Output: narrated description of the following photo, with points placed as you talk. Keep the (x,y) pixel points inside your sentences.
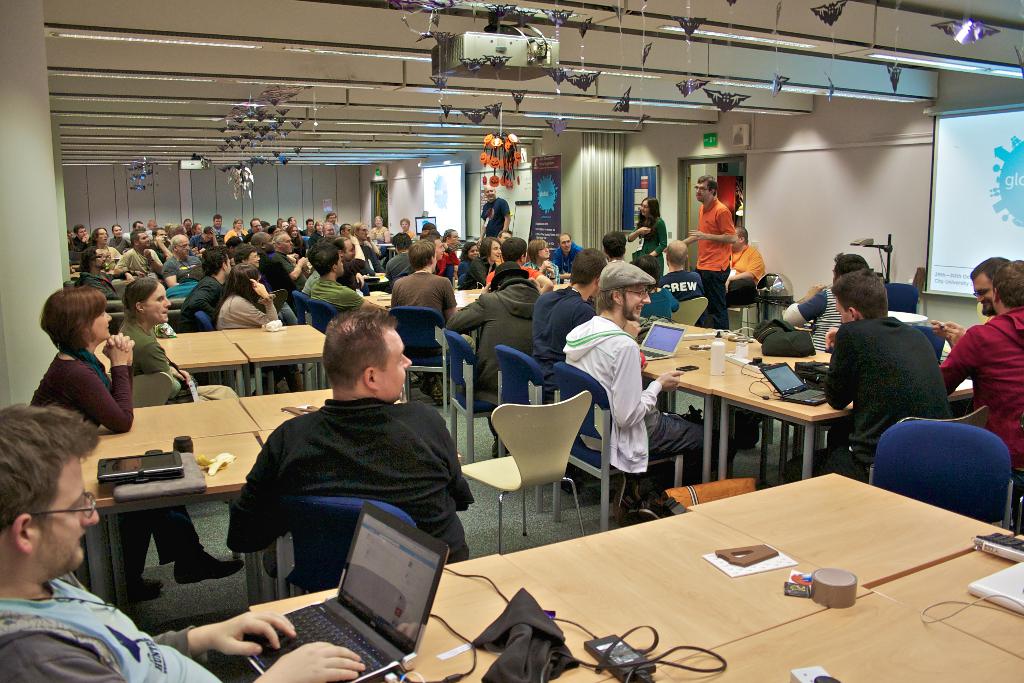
There is a room (426,155). There is a group of people (285,514). They are sitting on a chairs (575,500). Three persons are standing. There is a table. There is a laptop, glass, ipad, paper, battery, cloth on a table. We can see in background (457,204) curtain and projector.
